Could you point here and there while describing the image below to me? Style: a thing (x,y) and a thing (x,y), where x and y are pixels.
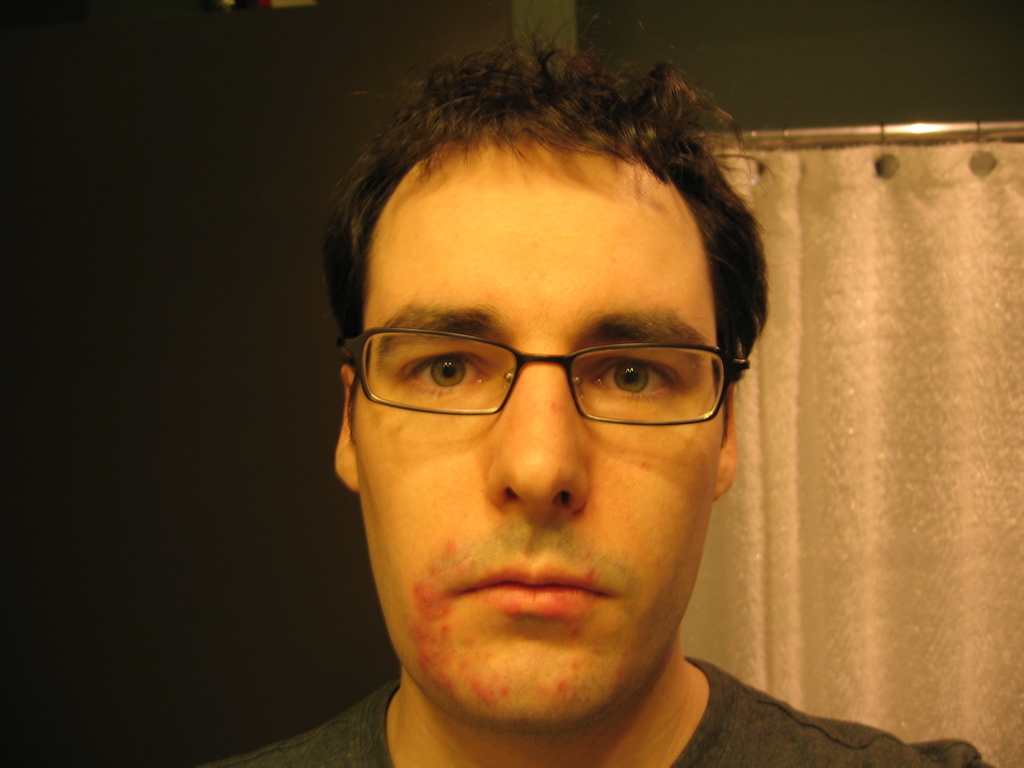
In the picture we can see a man (435,499) with his face (559,389) and shoulders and he is in black color T-shirt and behind him we can see the black color wall (223,339) and beside it we can see a curtain (882,407) which is cream in color.
